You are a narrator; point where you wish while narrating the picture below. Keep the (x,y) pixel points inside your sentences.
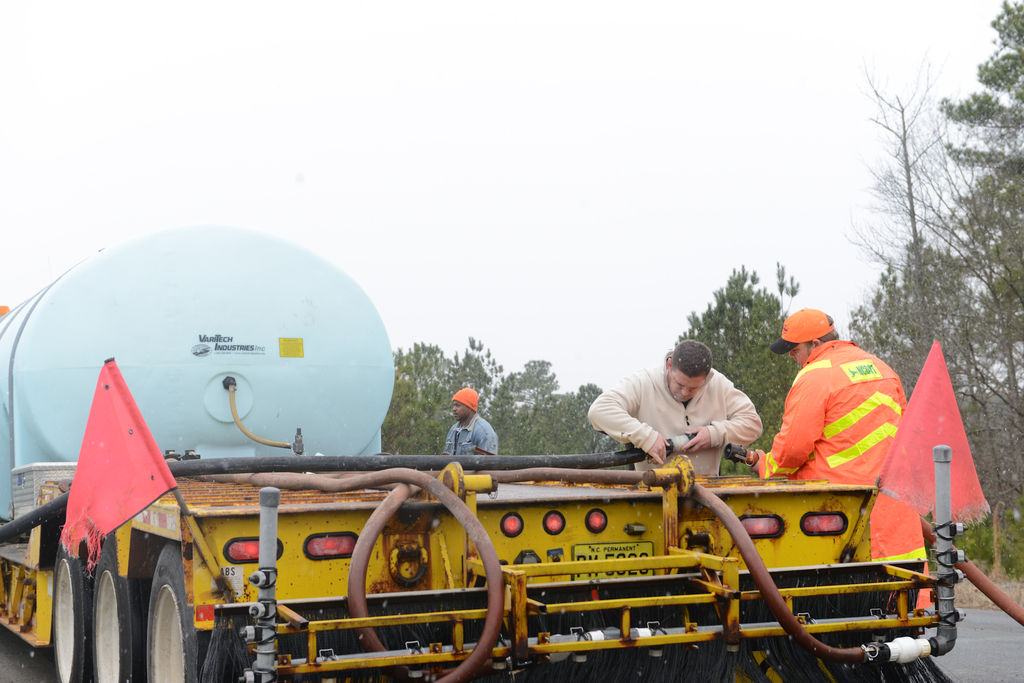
In this image we can see some people (749,435) standing on the ground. Two men (817,441) are holding pipes (749,453) in their hands (700,434). On the left side of the image (234,478) we can see a vehicle (315,564) with some pipes (265,598), poles (397,617) and some flags (153,485). On the right side of the image (979,536) we can see a group of trees (425,374). At the top of the image (497,38) we can see the sky (532,32).
